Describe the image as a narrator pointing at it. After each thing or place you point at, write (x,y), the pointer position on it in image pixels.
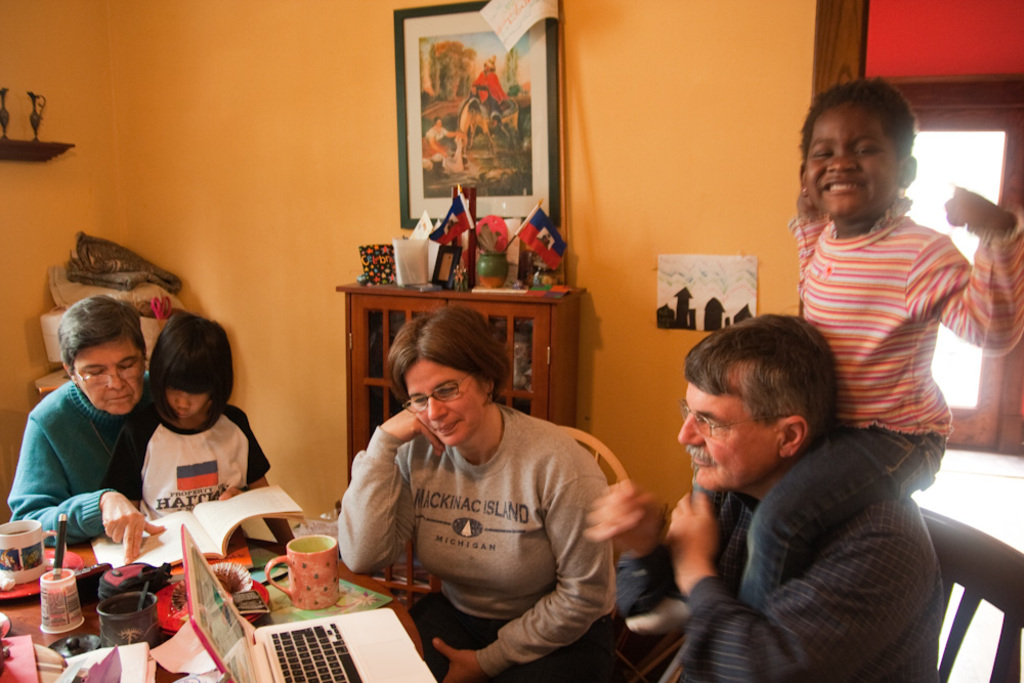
On the background (556,88) we can see window (969,154), wall (698,152), photo frames (550,130). Here on the desk (526,326) we can see flags (541,241) in a pot (491,257) and mugs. We can see few persons (439,396) sitting on the chairs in front of a table (273,547) and on the table (273,547) we can see mug (312,584), pens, laptop (228,658) and few papers (198,650). Here one person (87,400) is helping to study to this baby girl (180,463). Here we can see one kid (859,272) is sitting on the shoulders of this man (737,462).
